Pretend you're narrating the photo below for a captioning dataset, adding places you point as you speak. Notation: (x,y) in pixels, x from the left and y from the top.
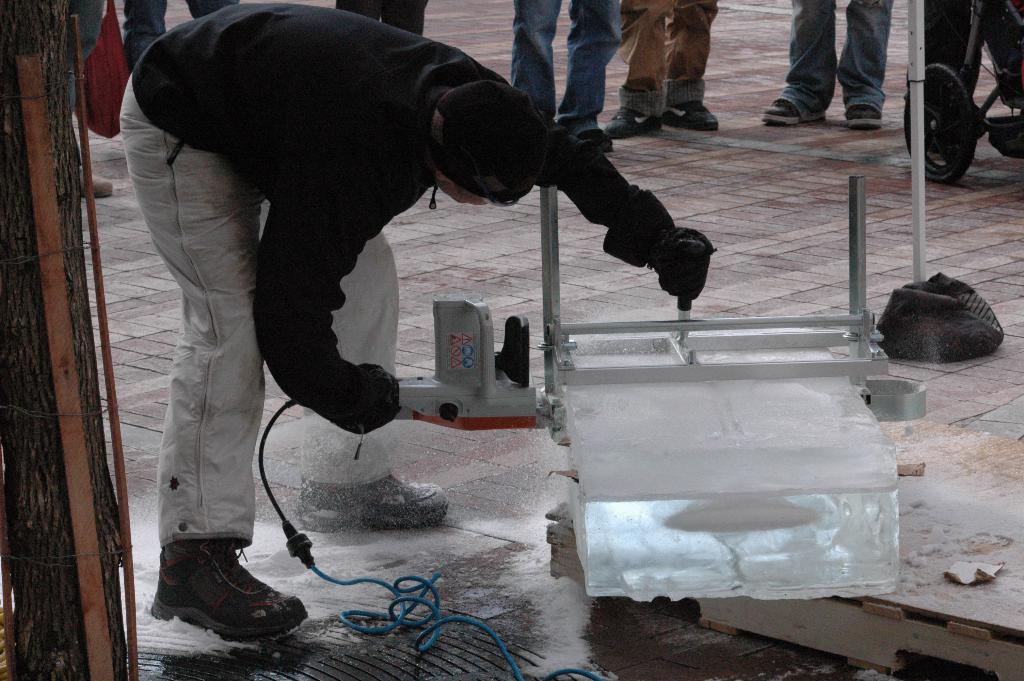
On the left side (297,219), there is a person (297,119) bending and working. Beside him, there is an object (770,472). In the background (93,33), there are other person's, a vehicle (969,46) and a pole (917,46).
